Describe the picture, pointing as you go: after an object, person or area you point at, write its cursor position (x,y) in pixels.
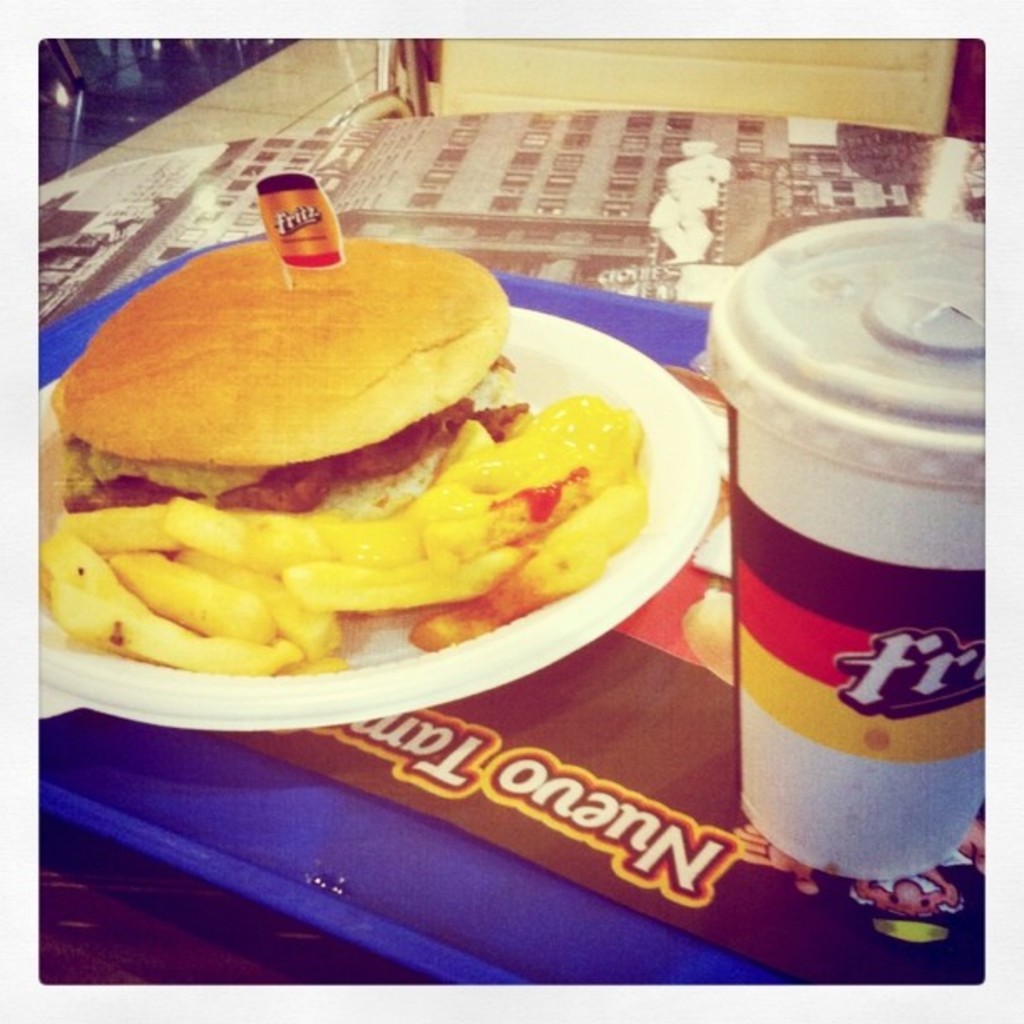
In this image there is a plate (426,614) and a cup (760,645) are on the tray (241,792). Tray (417,815) is on the table (635,204). Behind table (528,153) there is a chair (523,75), beside there is floor (122,87). On plate (107,684) there are few fries (258,531) and bread (355,506) stuffed with some food (327,468).
